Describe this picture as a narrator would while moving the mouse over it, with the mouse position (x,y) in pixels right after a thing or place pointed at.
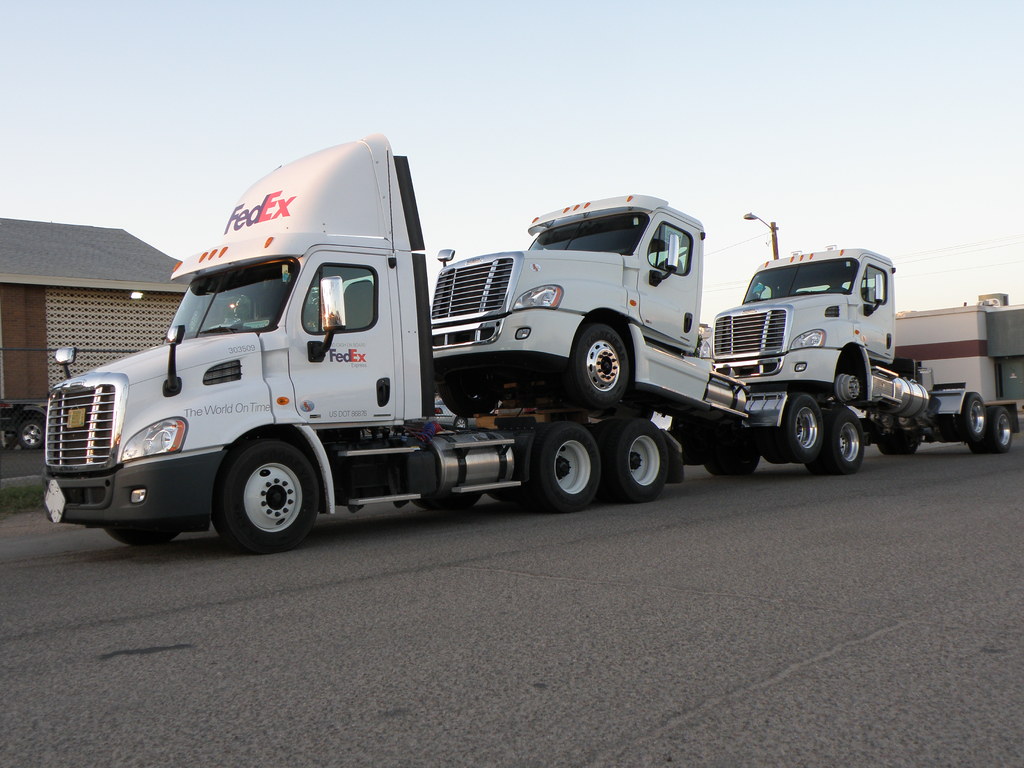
In this picture we can see few trucks (307,469) on the road (671,555), and we can find few houses (13,299).
